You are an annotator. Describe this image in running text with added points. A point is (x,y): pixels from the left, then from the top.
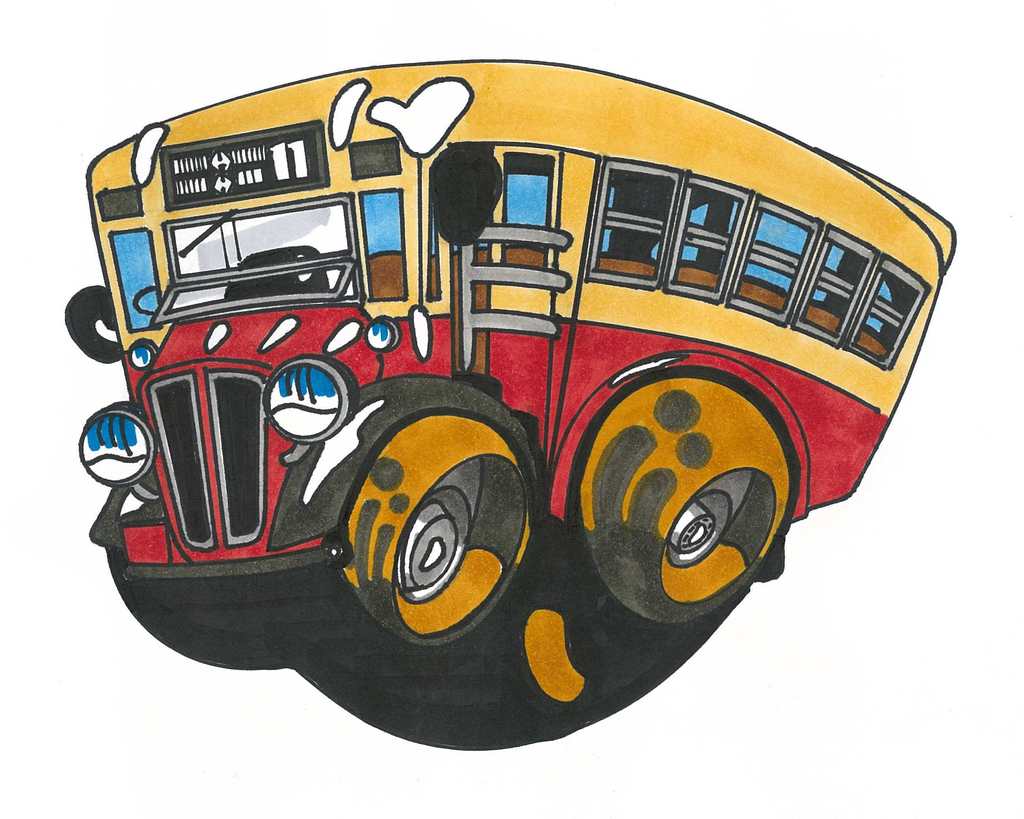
In this picture we can see a cartoon image of a vehicle (748,553) and in the background (36,617) we can see it is white color.
